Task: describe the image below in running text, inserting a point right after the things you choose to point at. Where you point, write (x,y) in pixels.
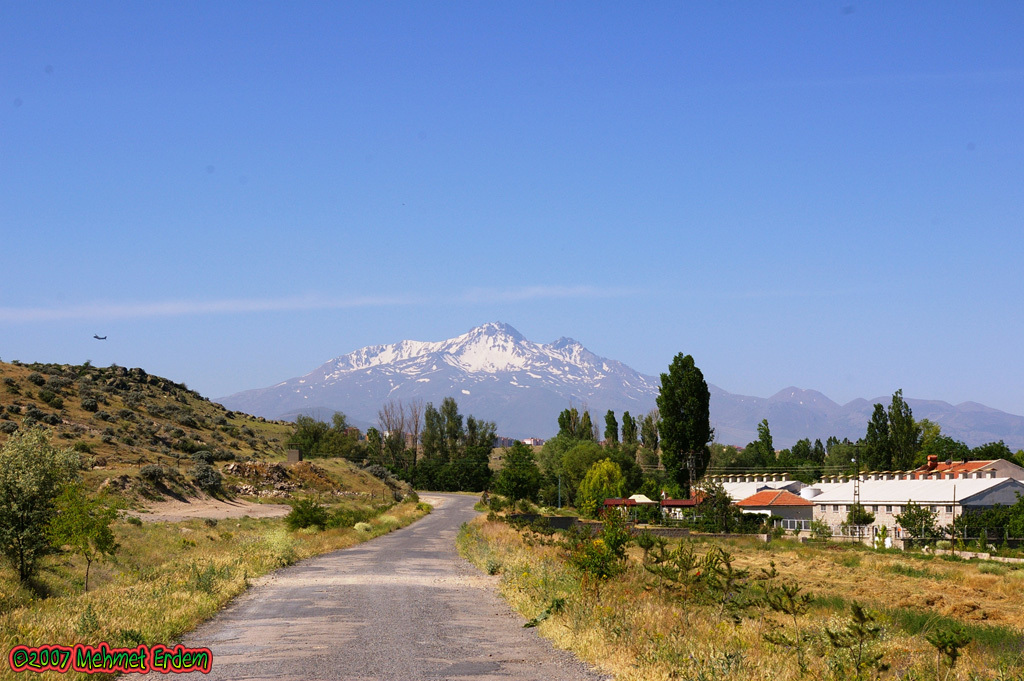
In this picture we can see road (405,596), grass (523,539), plants (313,519), trees (33,555), hill (279,479) and houses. In the background of the image (543,412) we can see mountain (350,405) and sky (166,289). In the bottom left side of the image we can see text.
